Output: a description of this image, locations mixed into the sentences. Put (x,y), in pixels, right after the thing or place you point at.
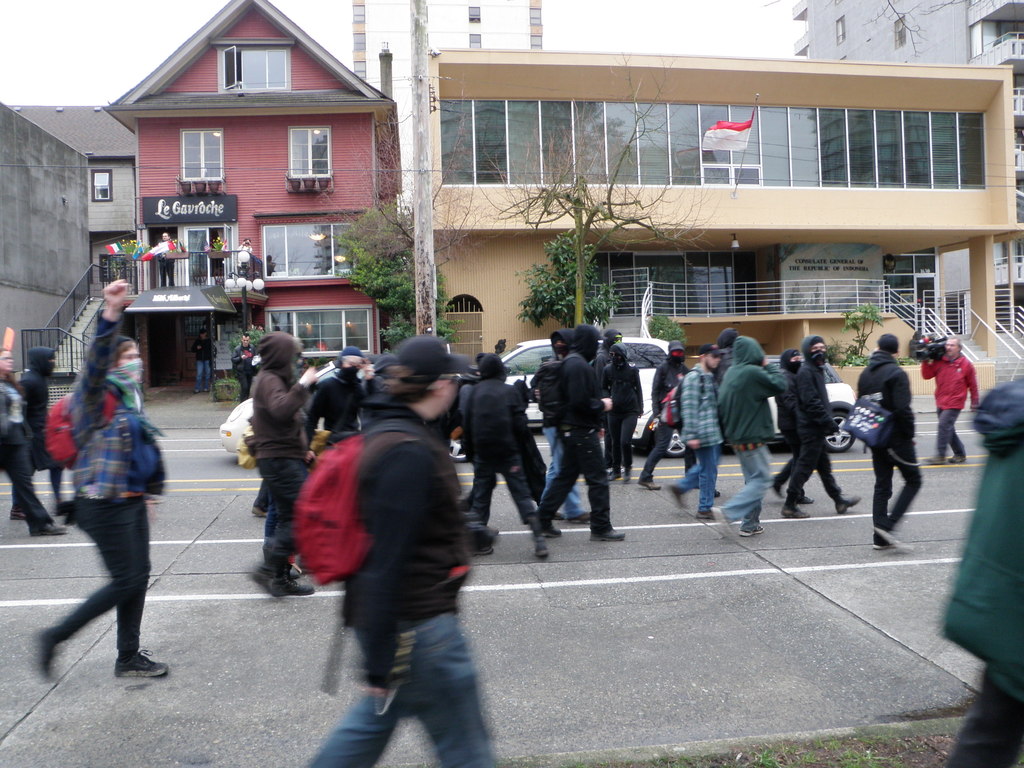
In this picture there are many people (120,324) in the center of the image (651,411) and there are cars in the center of the image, behind the people (446,431), there are houses (528,266) and trees (373,251) in the background area of the image (524,217), there is a man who is standing on the right side of the image (949,372), he is taking the video.
